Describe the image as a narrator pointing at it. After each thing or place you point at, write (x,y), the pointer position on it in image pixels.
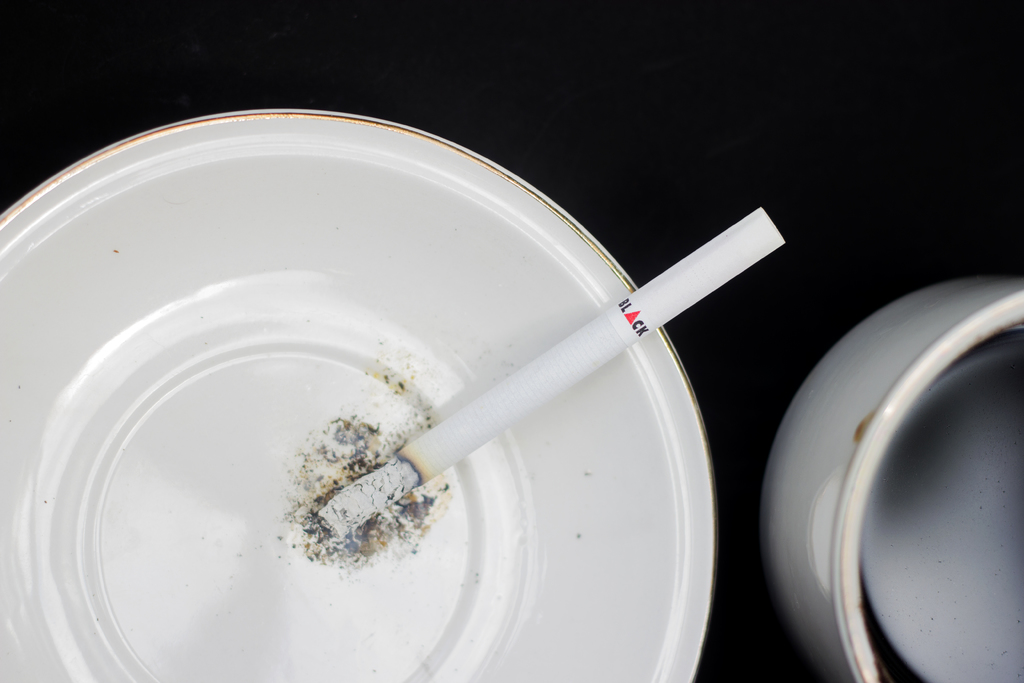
In this image I can see a cigarette (515,396) in the plate (249,416).
